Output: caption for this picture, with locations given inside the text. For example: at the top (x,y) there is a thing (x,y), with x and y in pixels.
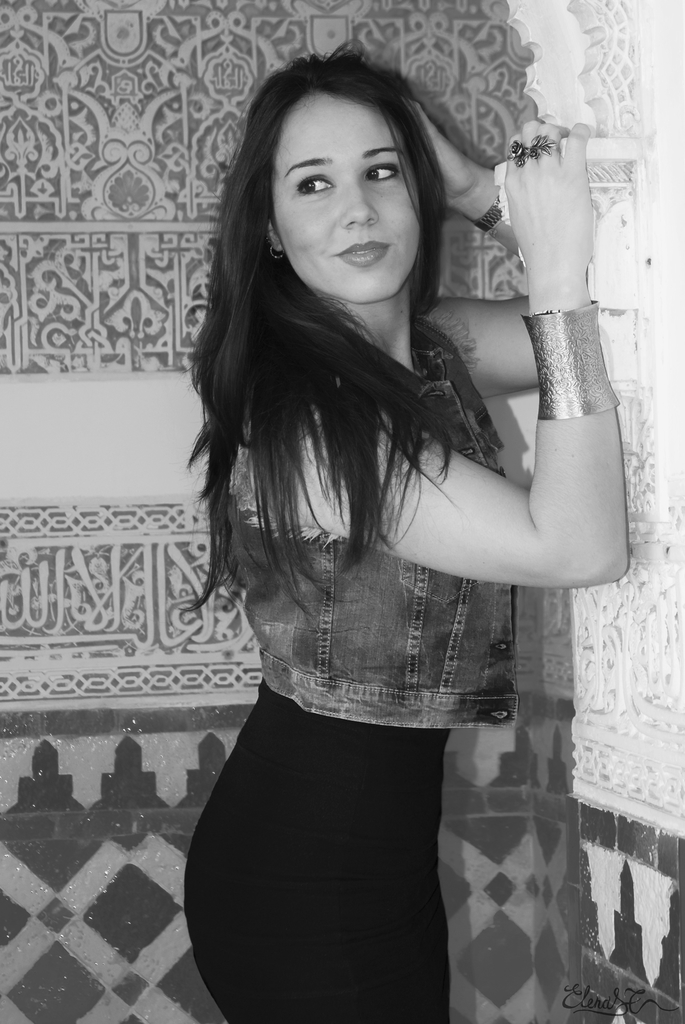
In the picture I can see a woman (483,436). I can see two rings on her fingers (574,152) and there is a brass hand band (554,346) on her right hand (614,455). In the background (42,161), I can see the designs (212,129) on the wall (58,41).
